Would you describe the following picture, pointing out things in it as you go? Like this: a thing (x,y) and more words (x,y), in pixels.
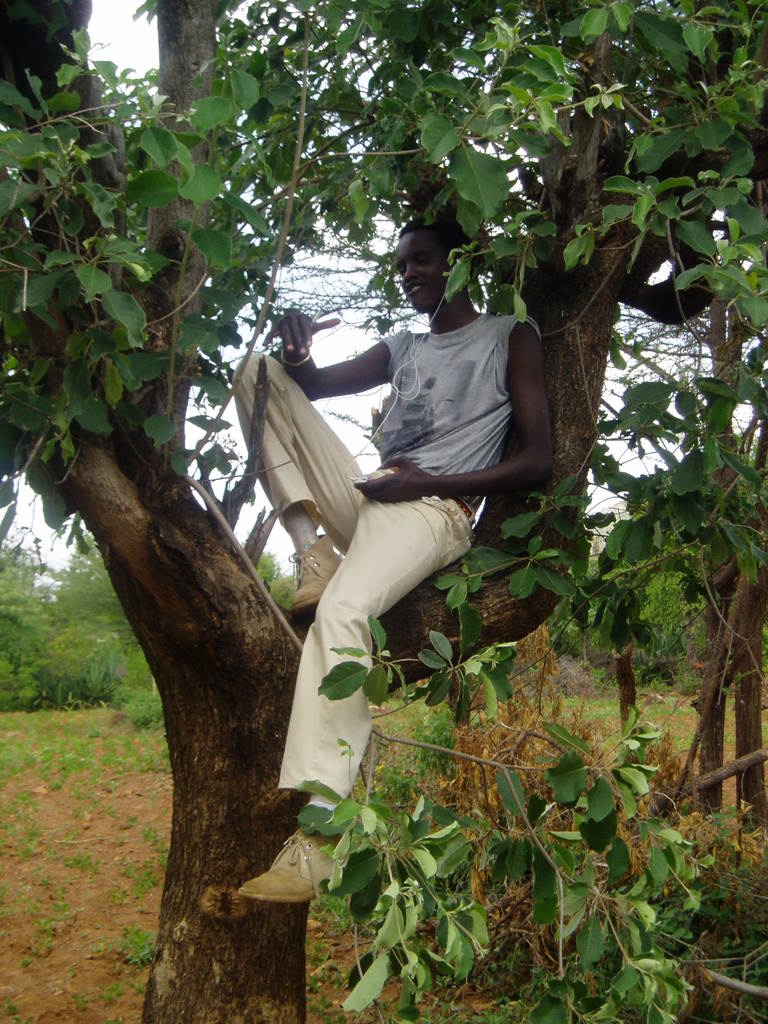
In this picture, there is a boy (395,412) sitting on the tree (530,583). He is wearing a grey t shirt (482,416) and cream trousers (378,515). In the background (57,608) there are trees (13,580), plants (147,725) and sky (333,280).
